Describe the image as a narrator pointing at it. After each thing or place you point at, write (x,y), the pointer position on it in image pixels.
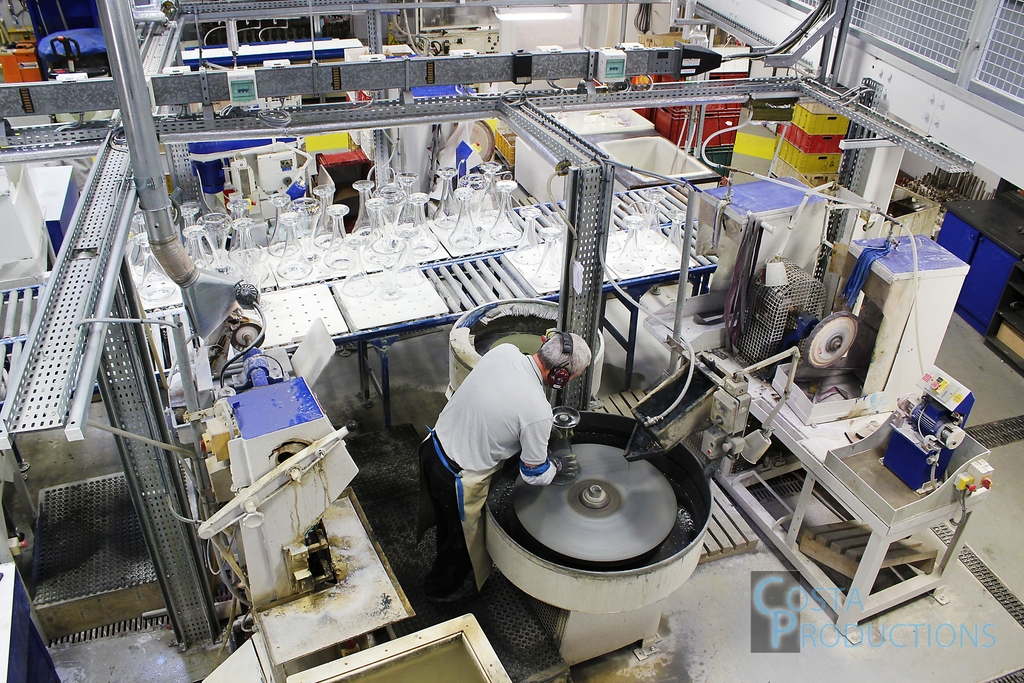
In this picture I can see there are few machines (559,486) and there are few glass objects (442,224) placed on the left side (286,272) and there is a metal frame (113,216). The man (502,429) is holding an object (568,432) and he is wearing headphones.
